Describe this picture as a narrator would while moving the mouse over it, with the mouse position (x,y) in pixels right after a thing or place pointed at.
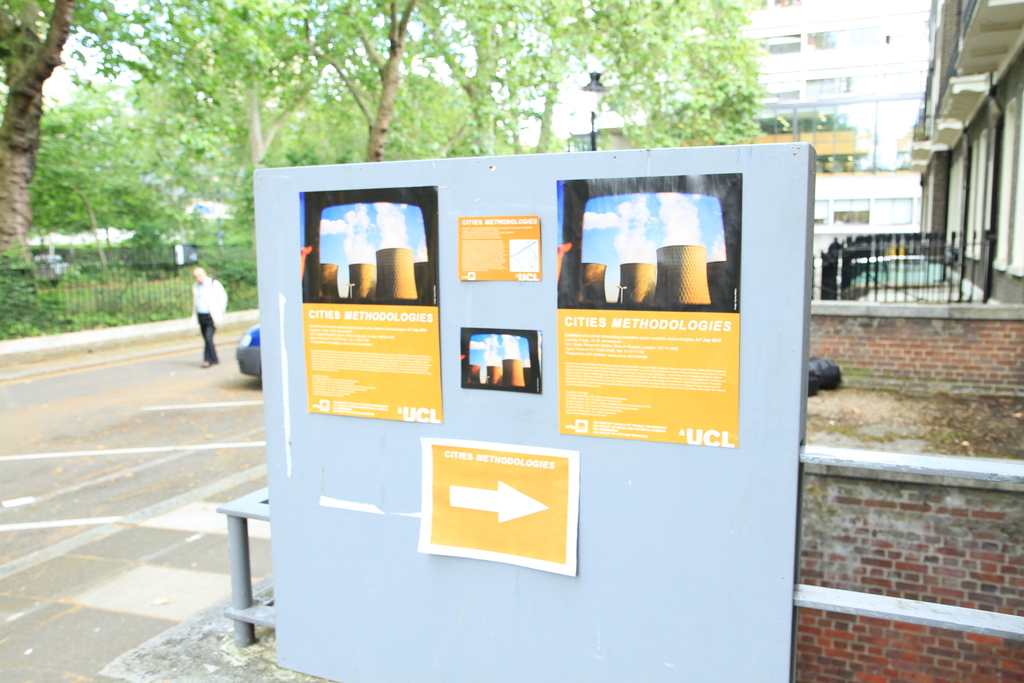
In the center of the image (505,264) we can see posters (421,354) to the wall (691,644). In the background (1013,281) we can see trees (180,90), fencing (185,294), person (204,319), car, building (760,77) and sky (572,76).
